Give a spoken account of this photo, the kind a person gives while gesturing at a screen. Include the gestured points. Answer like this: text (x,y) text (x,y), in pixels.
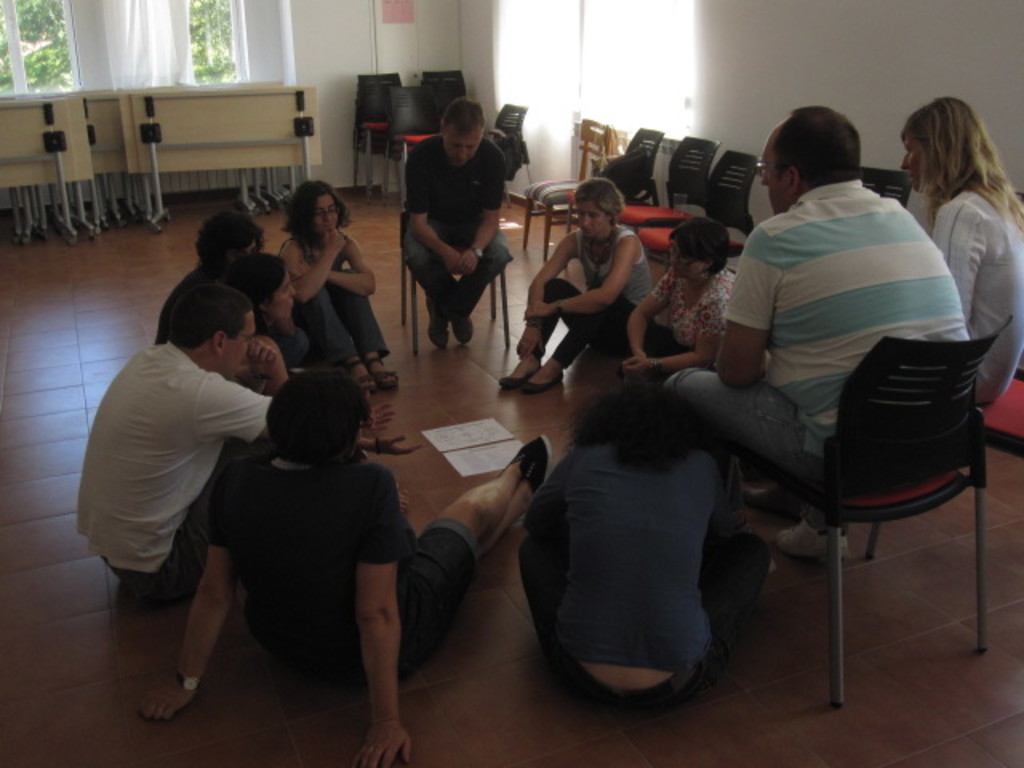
In this picture we can see some persons (121,579) are sitting on the floor (995,543) and these three (898,282) are sitting on the chairs (847,500). This is the floor (91,325). And here we can see some trees (214,46) from the window (48,49). And there is a wall (791,85).
